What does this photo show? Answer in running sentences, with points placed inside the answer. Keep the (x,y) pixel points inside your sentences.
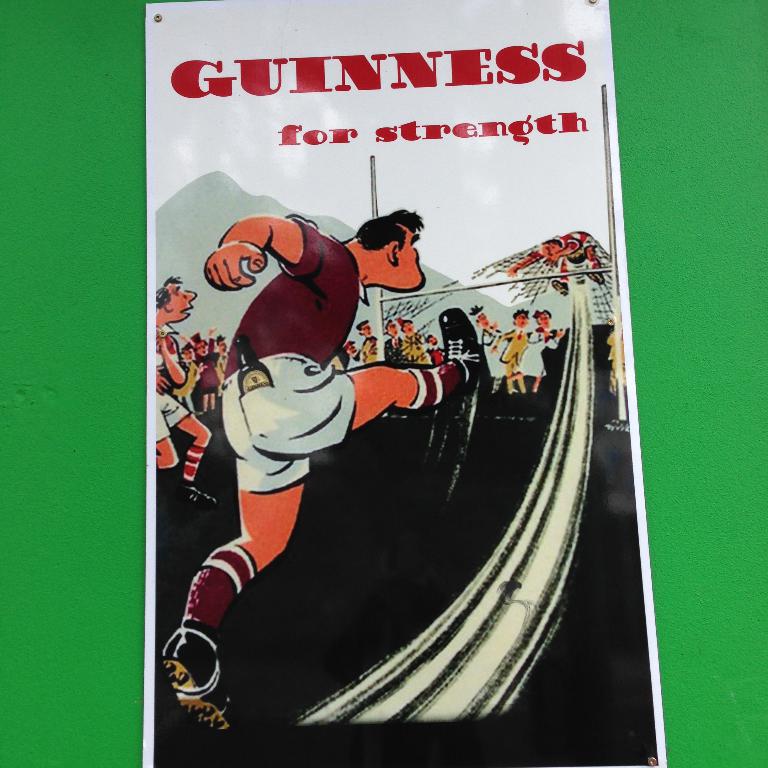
In the image we can see there is a cartoon poster (364,380) on which there are people (315,377) standing on the ground (378,523) and there is a person (562,291) attached to the net (550,270). Its written ¨Guinness for Strength¨ on the poster (423,275).
